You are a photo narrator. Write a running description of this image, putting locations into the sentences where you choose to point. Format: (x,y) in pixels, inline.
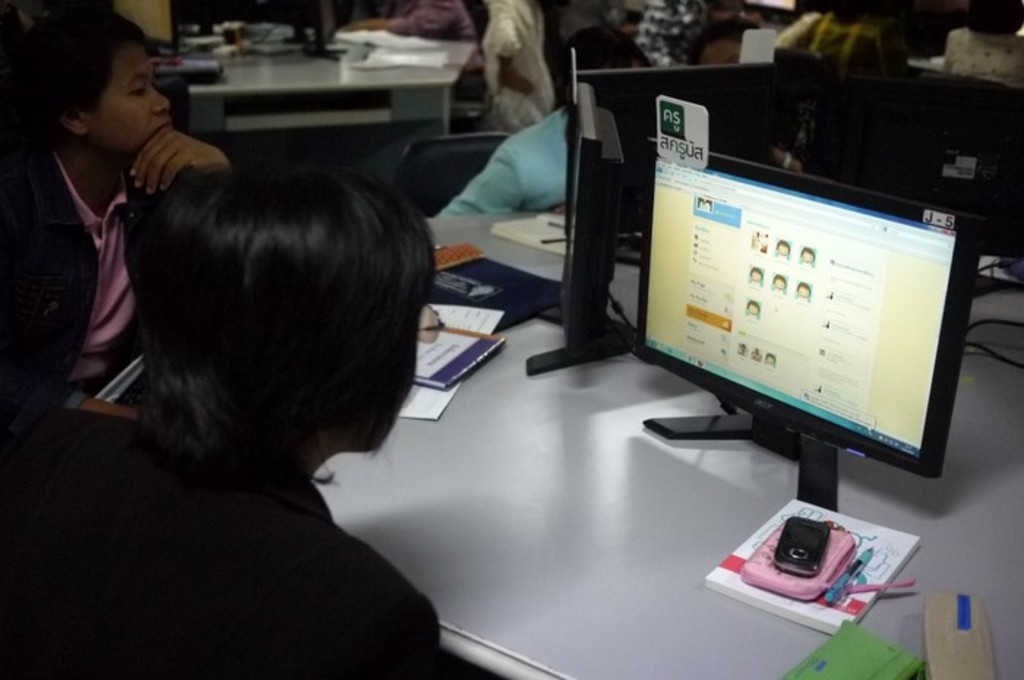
In this image I can see the group of people (684,12) with different color dresses (684,12) and sitting in-front of the table (604,418). On the table (591,375) I can see the systems (667,181), books (470,354), pouch (783,583), mobile (788,565) and many objects (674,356) can be seen.
